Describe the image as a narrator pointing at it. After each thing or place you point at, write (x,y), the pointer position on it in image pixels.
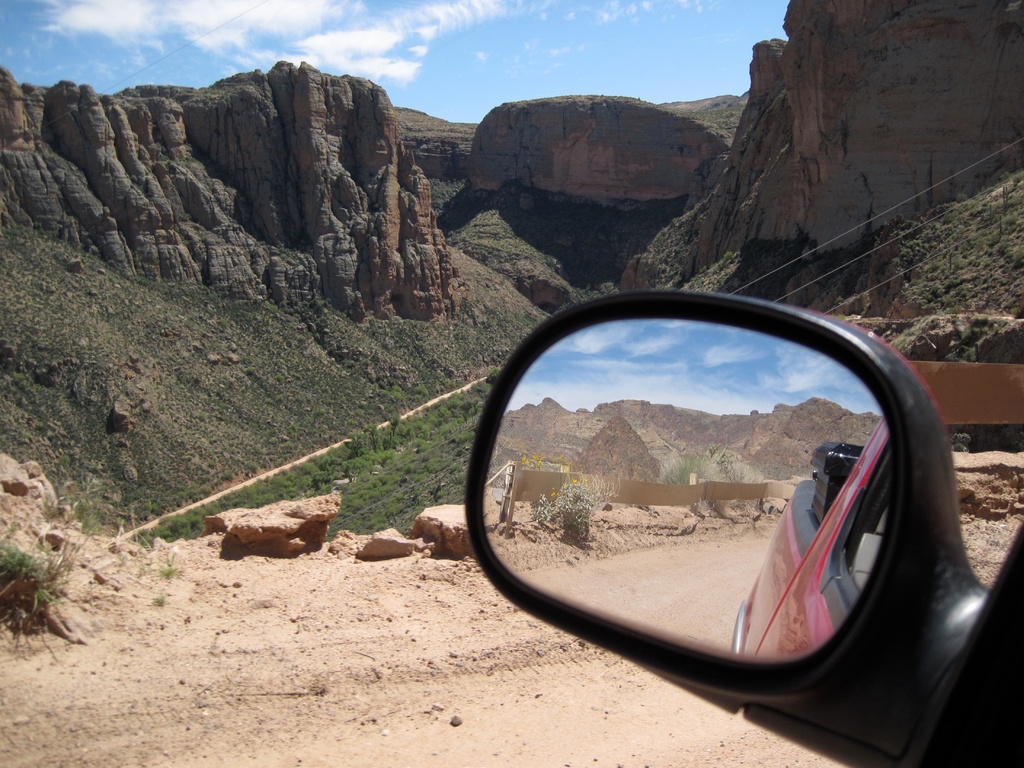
In this image we can see a reflection (515,504) from the side view mirror (644,396) of a car (876,545), in the background of the image (596,191) there are mountains (478,198).
